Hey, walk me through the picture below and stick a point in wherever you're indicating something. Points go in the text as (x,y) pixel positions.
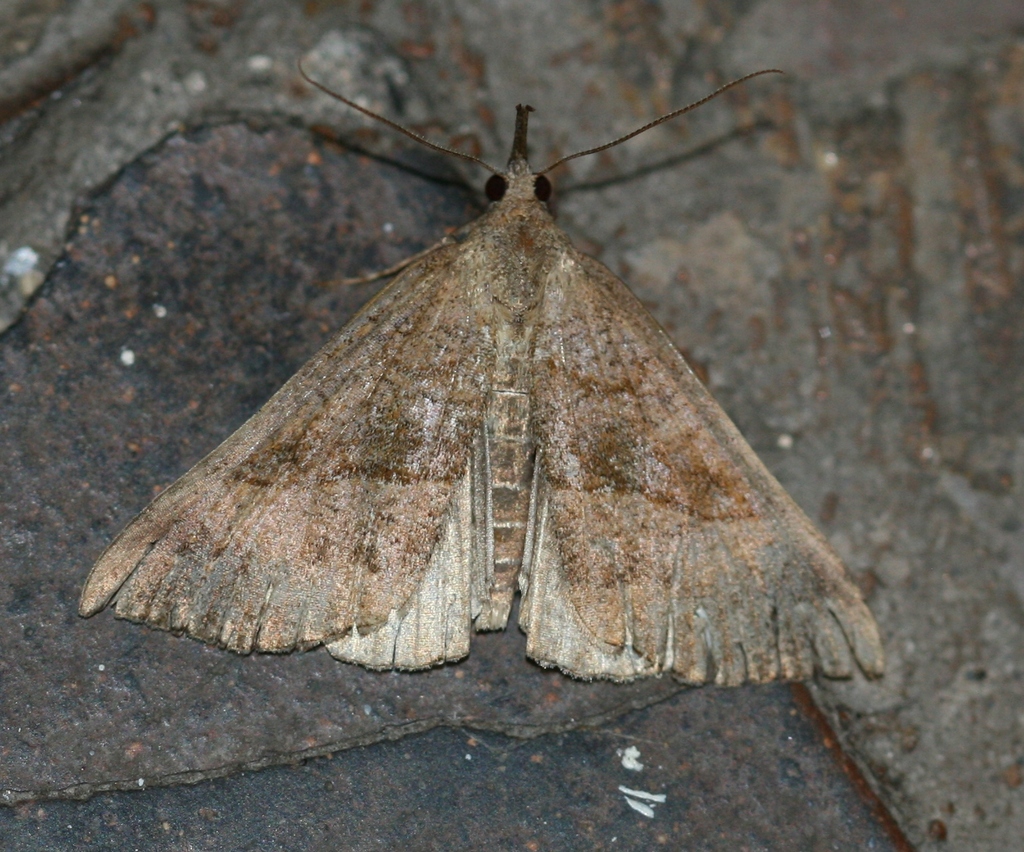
In this image there is a moth (518,420).
